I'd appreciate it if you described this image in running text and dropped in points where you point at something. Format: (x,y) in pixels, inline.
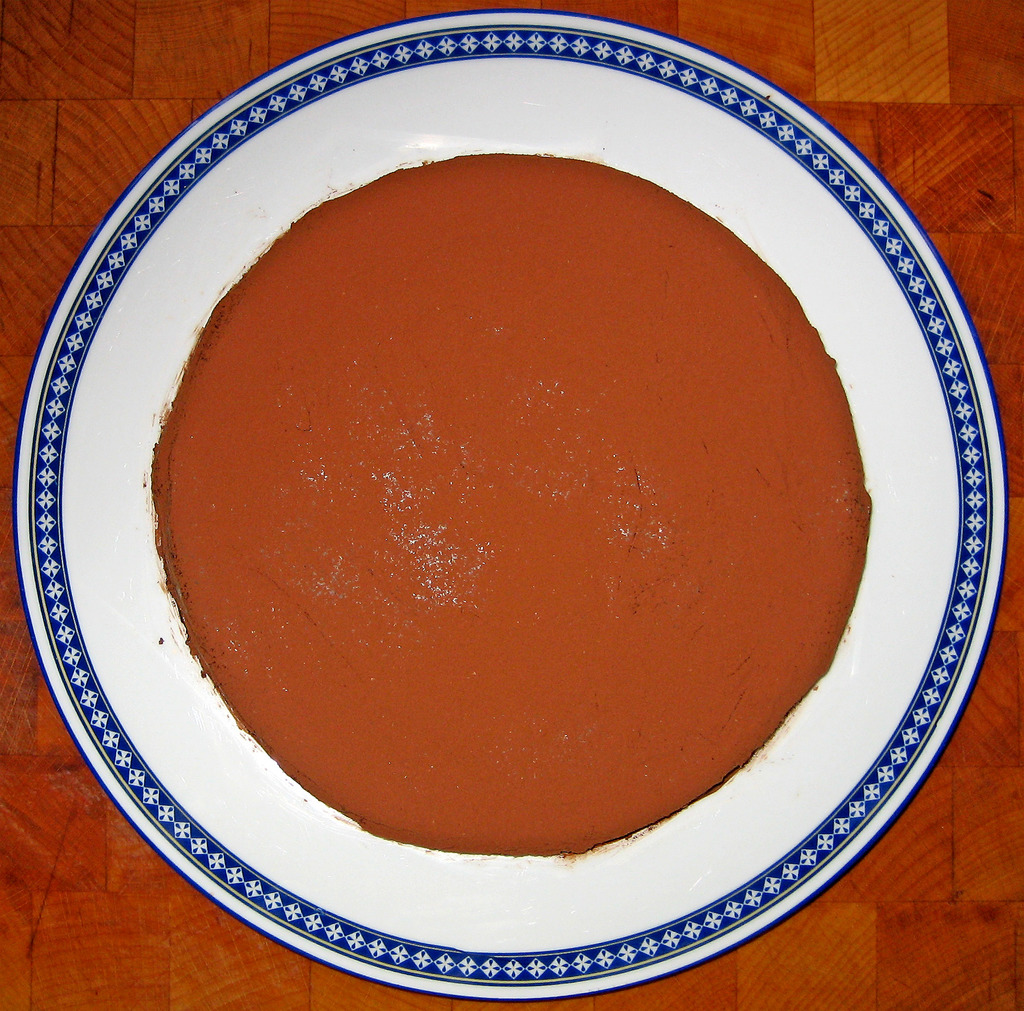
In the picture I can see some food item (546,544) which is in brown color is placed on the white color plate (837,293) and it is placed on the brown color surface (33,954).
